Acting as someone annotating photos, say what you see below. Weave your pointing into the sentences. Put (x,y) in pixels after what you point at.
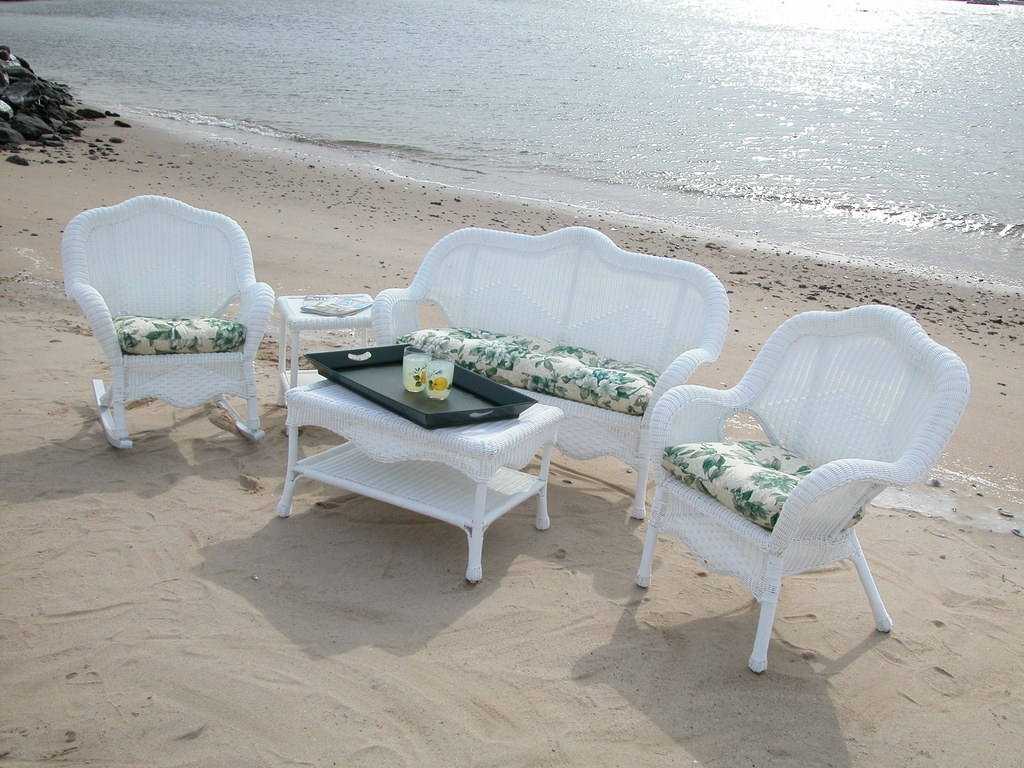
There is a sofa set (467,328) placed on the sand (945,519) in front of the beach (492,217) and in between the sofa set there is a white table (427,452) and on the table (463,464) there are two glasses (415,383) kept on a tray (412,405).
